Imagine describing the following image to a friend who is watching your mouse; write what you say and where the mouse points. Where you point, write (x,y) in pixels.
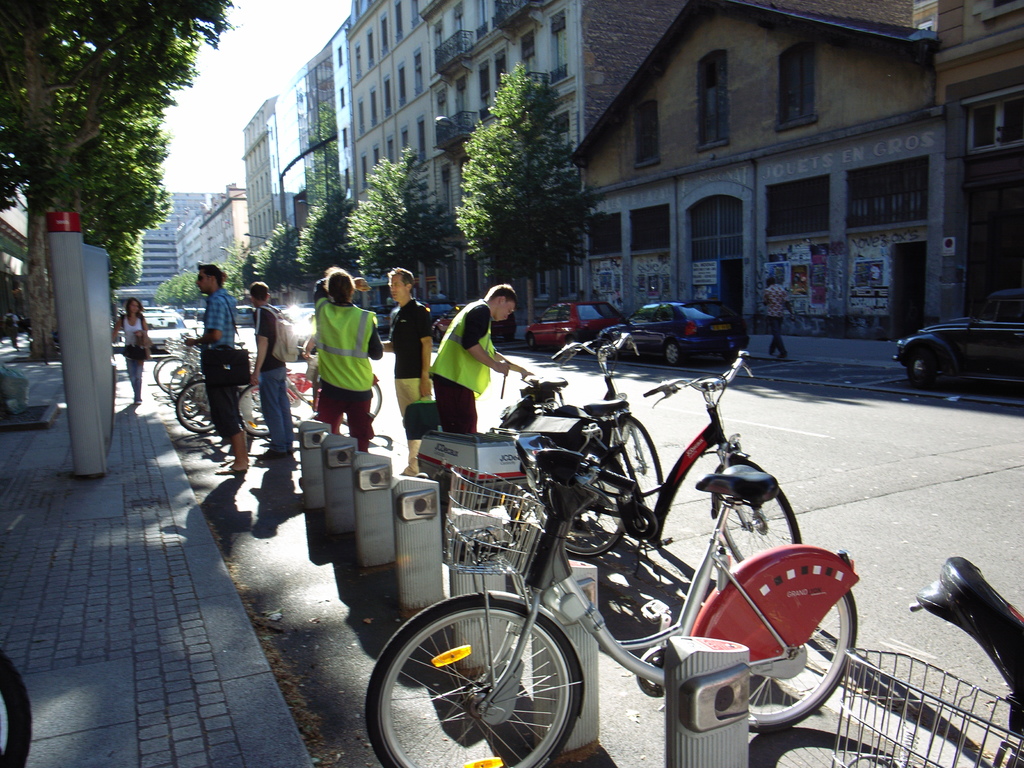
In this image in front (1010,656) there are cycles (576,417). Beside the cycles (622,434) there are people (336,393). There are cars (956,364) on the road (932,428). On both right and left side of the image (50,126) there are trees (134,106). On the left side of the image (101,586) there is a pavement (116,501). In the background of the image (612,167) there is a building (684,113). There is sky (261,51).
